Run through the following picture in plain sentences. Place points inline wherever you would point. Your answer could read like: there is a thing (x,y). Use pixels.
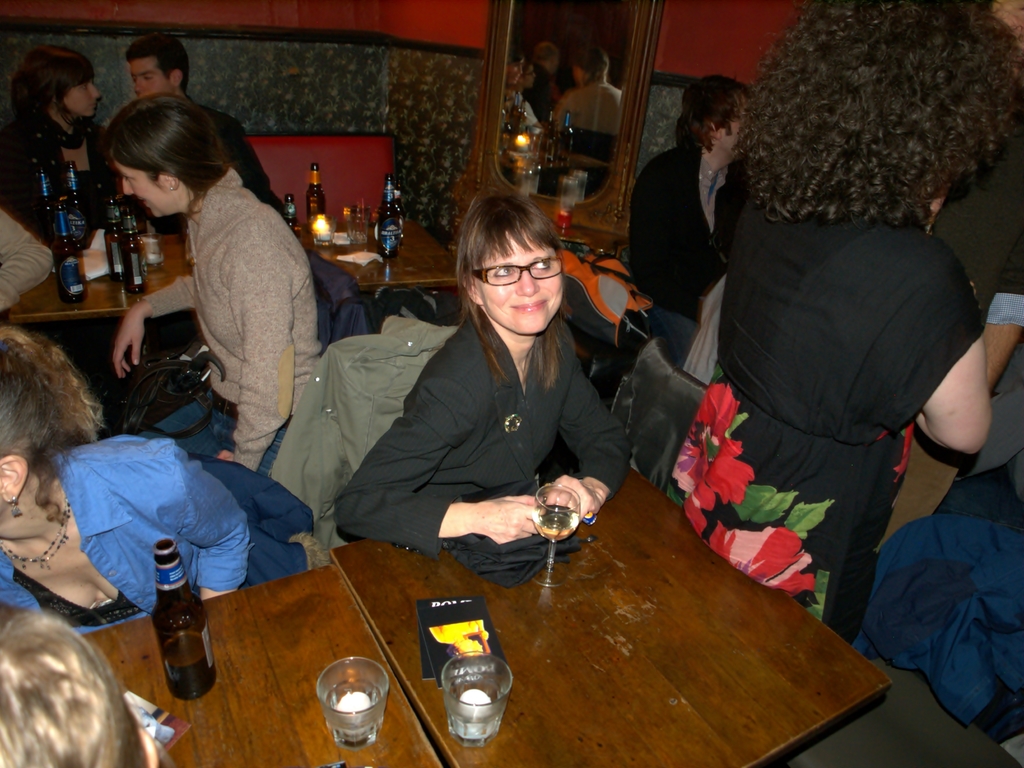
This image is taken inside a room (815,580), there are few people (979,159) in this room (391,516). In the image a woman (492,425) is sitting on a chair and placing her hands (468,529) on the table (590,528). At the bottom of the image (662,617) there is a table (598,608) and there were two glasses (485,715) and a bottle (198,611) on it. In the right side of the image (904,88) a girl (718,365) is standing. At the background (332,67) there is a wall (418,126) and a sofa (353,148) with mirror (583,102).
